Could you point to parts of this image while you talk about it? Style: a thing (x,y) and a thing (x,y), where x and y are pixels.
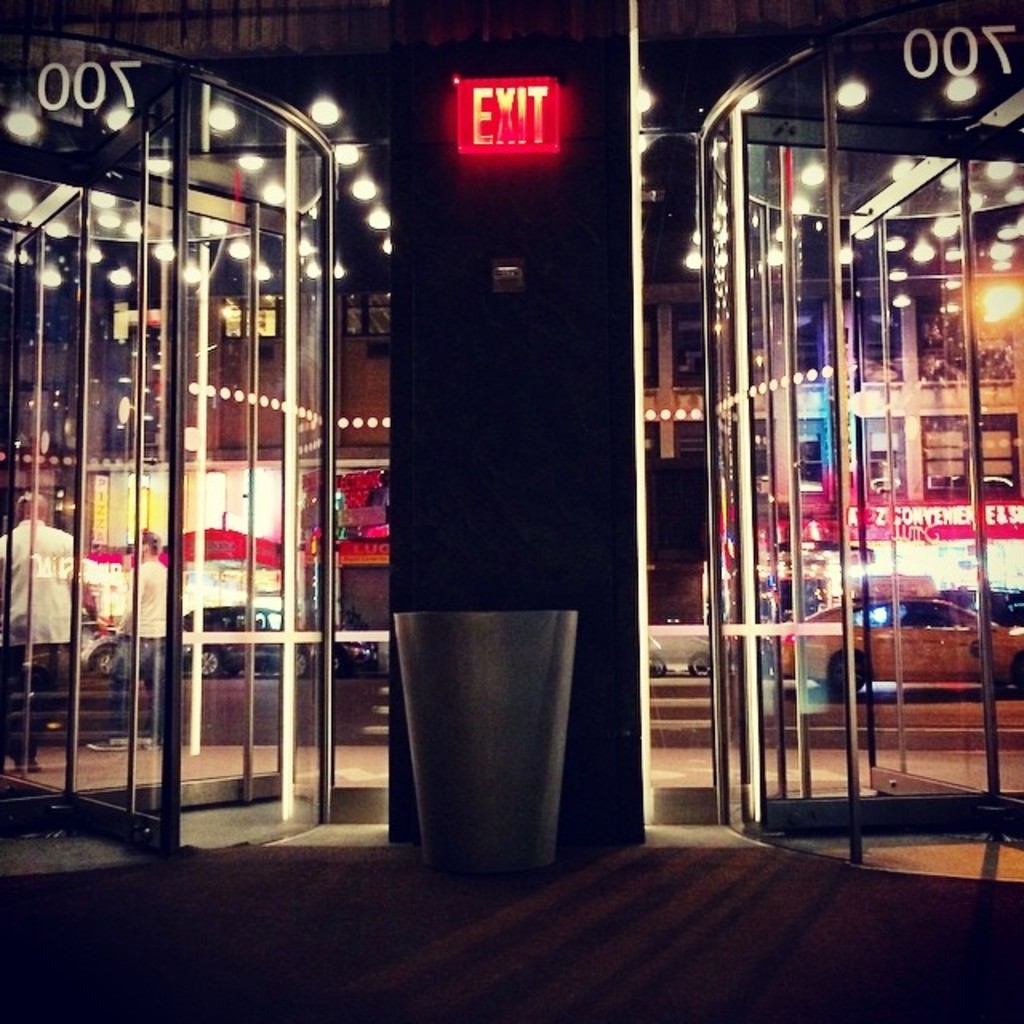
In the center of the image (470,507) we can see the exit board (506,143) attached to the pillar (443,501). We can also see the bin (494,787) on the path (483,976). On both sides of the image we can see the revolving glass doors (744,501) and through the glass doors (824,478) we can see the buildings (908,416), lights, people (159,676) and also the vehicles (1011,662) passing on the road (976,715) and this image is taken during the night time.
